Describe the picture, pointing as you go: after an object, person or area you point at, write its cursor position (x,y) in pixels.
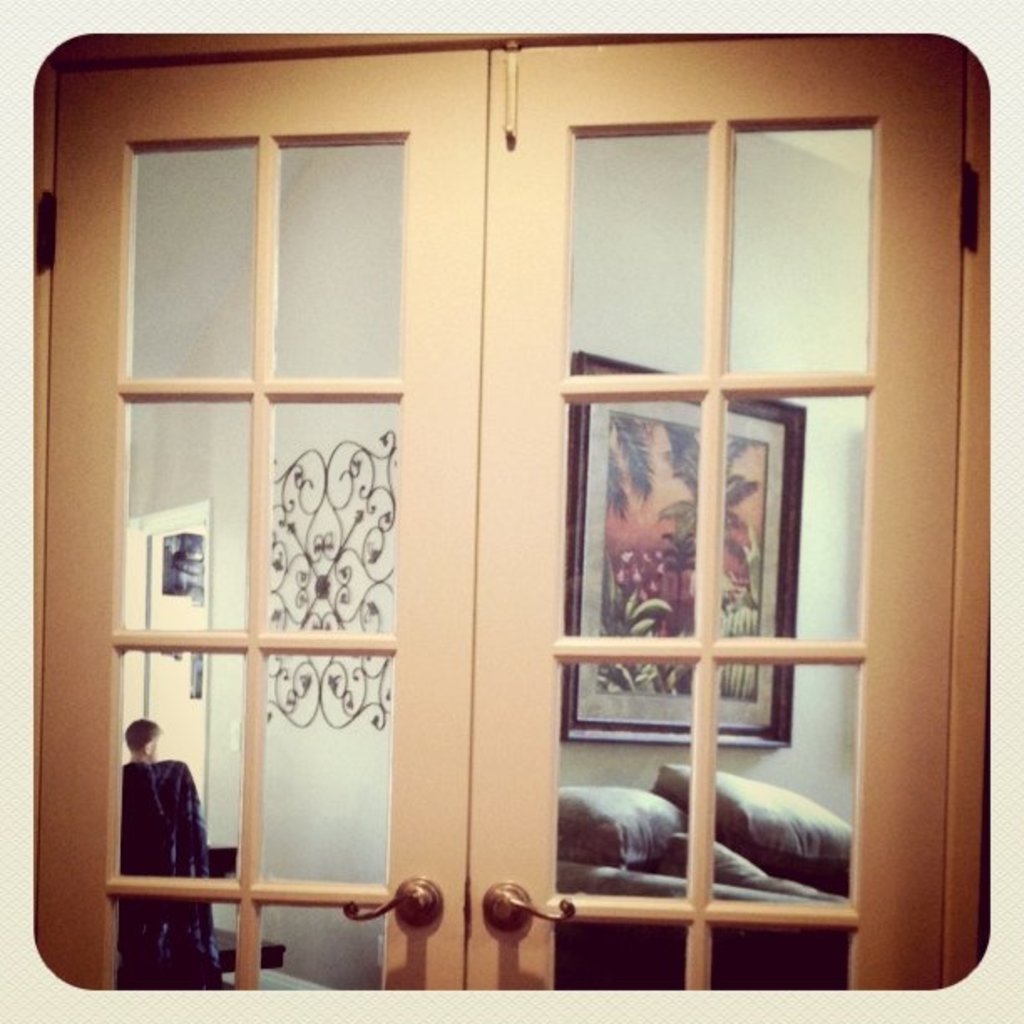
In this image I can see the glass door (304,892). Through the glass (356,820) I can see the person (166,804) standing and there are pillows (624,854). I can see the frame (624,518) and the painting (617,504) to the wall (287,553).
